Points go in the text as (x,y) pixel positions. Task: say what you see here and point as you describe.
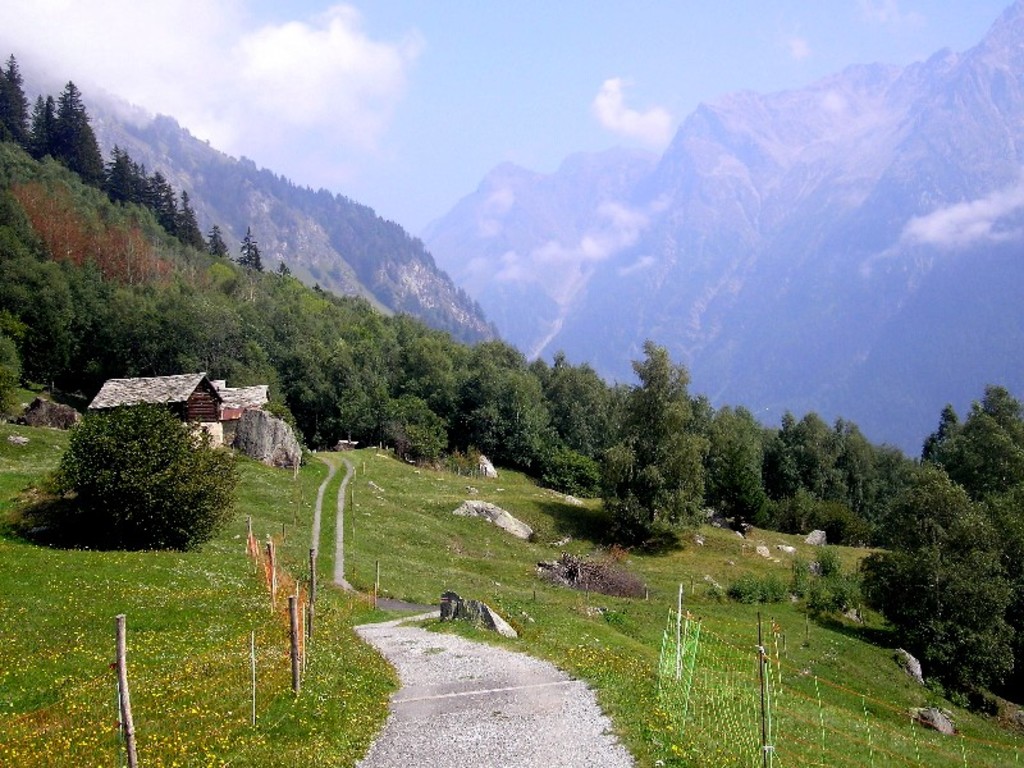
There is a way (448,659) and there is a greenery ground (227,605) on either sides of it and there are trees (447,379) and mountains (475,242) in the background (454,270).
